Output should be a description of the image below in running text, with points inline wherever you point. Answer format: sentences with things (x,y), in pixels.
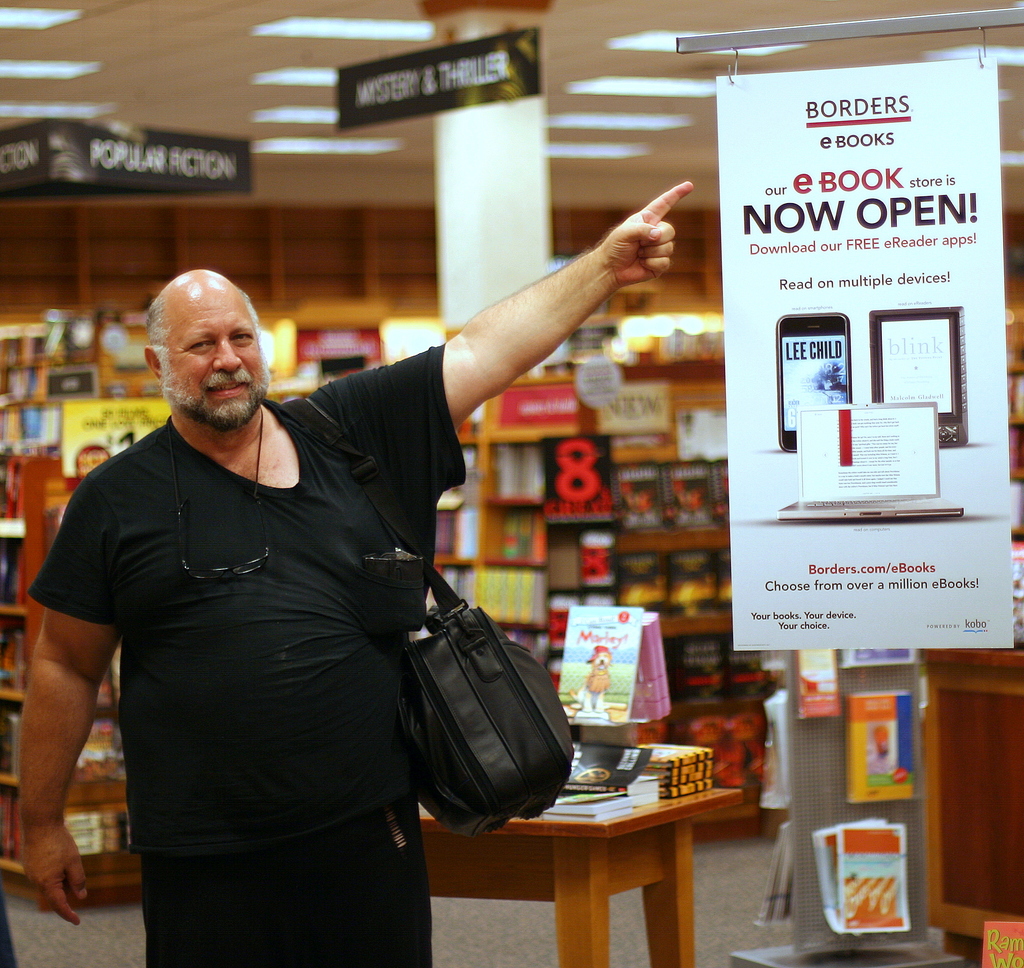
On the left side of this image (220,553) there is a man (267,564) wearing a bag (532,717), standing and pointing out at the board (782,347) which is on the right side (877,462). On the board (893,148), I can see some text (890,220) and few images (878,367) of devices (838,410). At the back of this man (275,600) there is a table (620,849) on which few books (630,809) are placed. On the right side (979,828) there is a table (959,756) and few objects (790,838) are placed on the floor (748,920). In the background (270,381) there are many objects (703,489) arranged in the racks (692,617). It seems to be a stall (217,248) and there is a pillar (466,174). At the top of the image (259,143) there are few lights (74,68) to the roof (155,68).
